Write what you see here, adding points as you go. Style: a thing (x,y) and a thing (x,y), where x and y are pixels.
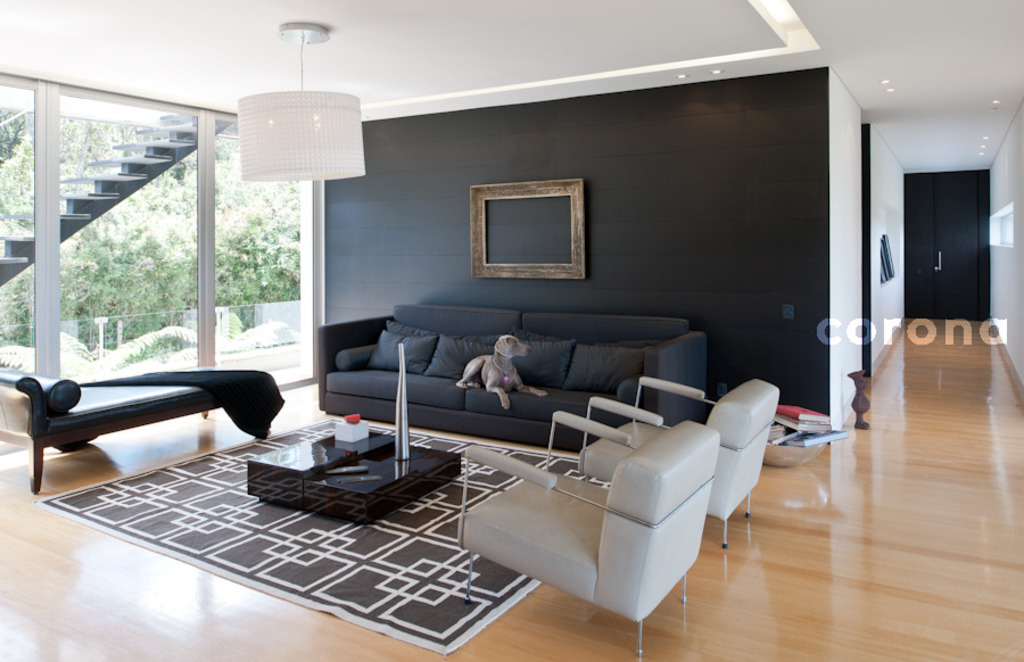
There is a sofa (540,424) with dog (505,351) sitting in it in front of him there is a table (283,459) and chandelier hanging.
